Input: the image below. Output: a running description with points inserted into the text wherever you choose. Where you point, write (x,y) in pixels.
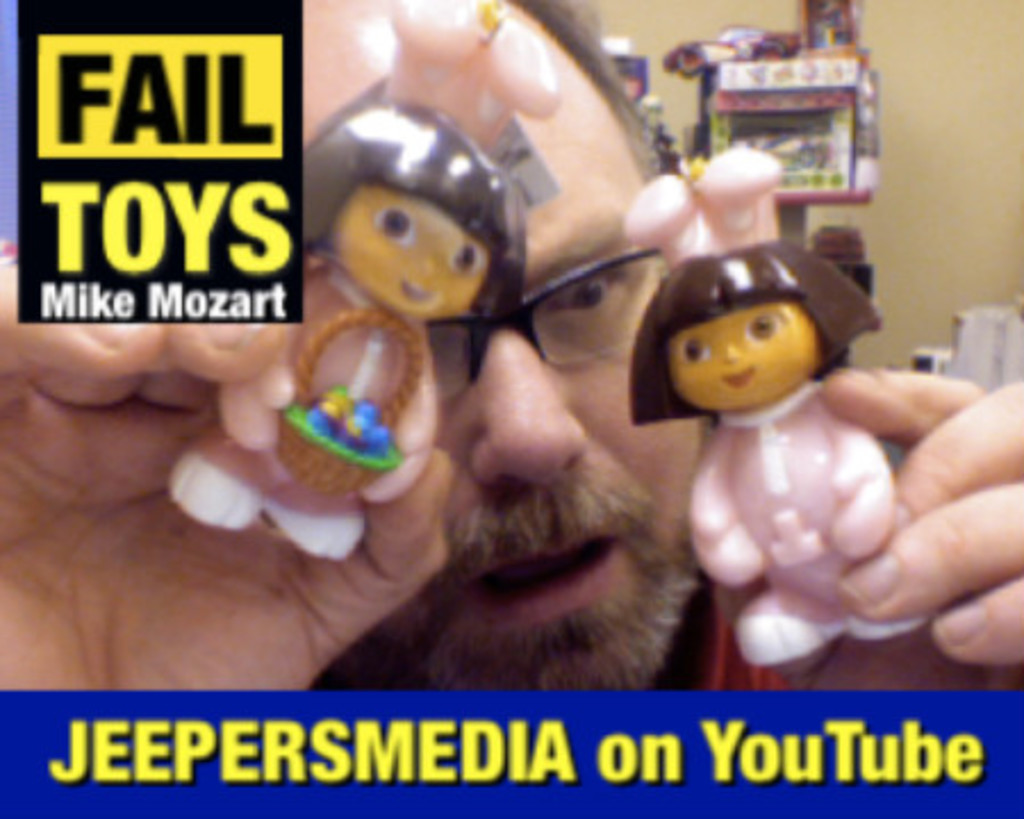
At the bottom of this image (970,772), there is a yellow color text (615,736) in the blue color area (677,792). On the top left (135,63), there is a watermark (217,93). In the background (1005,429), there is a person (1002,415) holding two dolls (801,328) with both hands (839,394), there is a wall (942,220) and there are other objects (954,368).
